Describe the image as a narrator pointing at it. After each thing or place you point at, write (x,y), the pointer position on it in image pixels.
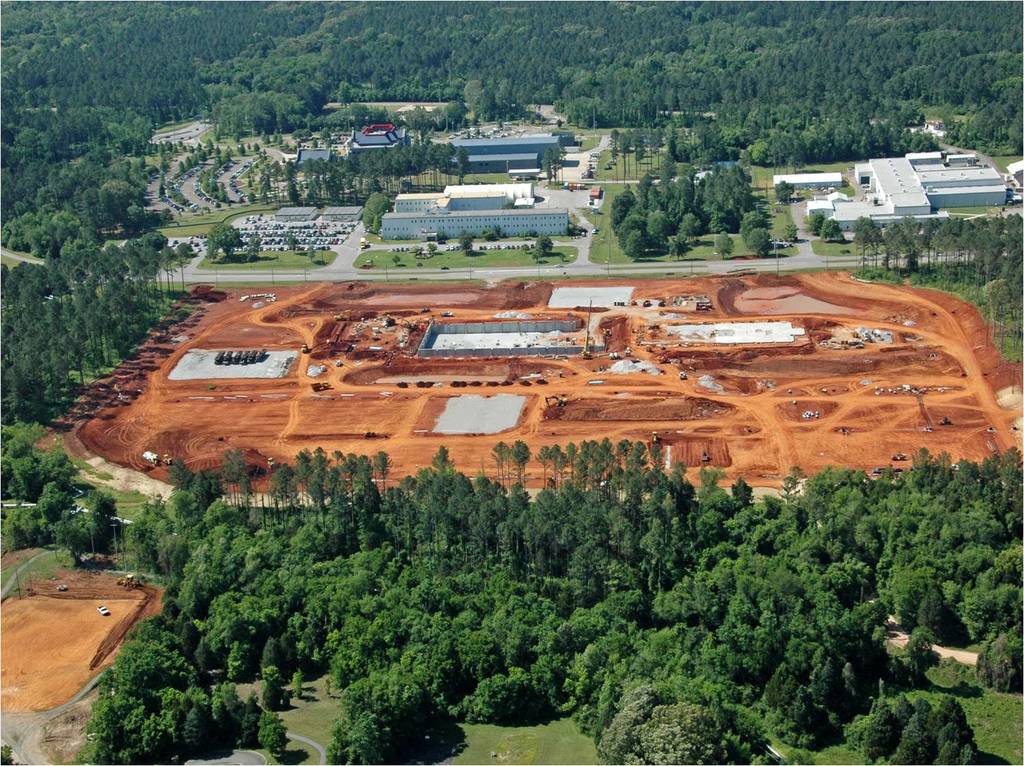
This is the aerial view of an image where we can see trees (261,644), grass (551,763), vehicles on the ground (498,385), buildings (964,168) and the roads (492,270) here.
